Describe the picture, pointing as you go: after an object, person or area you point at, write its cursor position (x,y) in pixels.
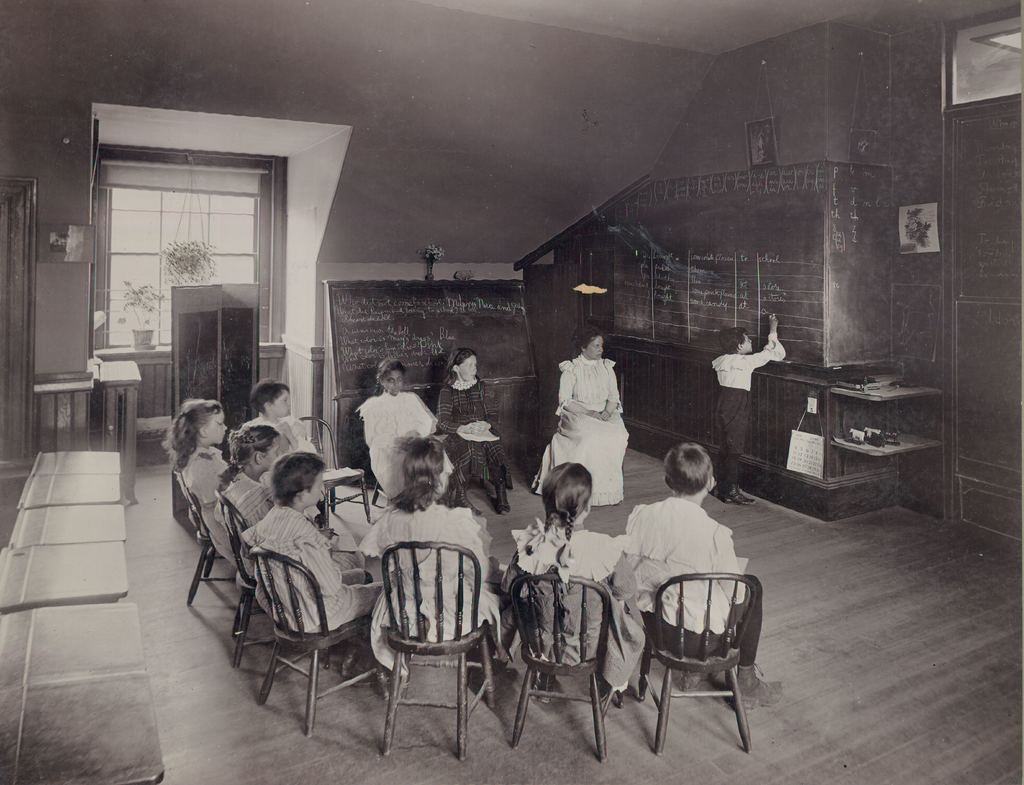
This picture is taken in a room (767,625). There are group of people (258,488) sitting on chairs (683,640) in a semicircle. There is a kid (716,363) writing on the wall (802,268), behind that kid (722,385) there is a woman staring at him. Towards the left (54,467) there are benches (55,532). In the background (218,267) there are window (222,254), desk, door (990,422), board (457,338) etc.
